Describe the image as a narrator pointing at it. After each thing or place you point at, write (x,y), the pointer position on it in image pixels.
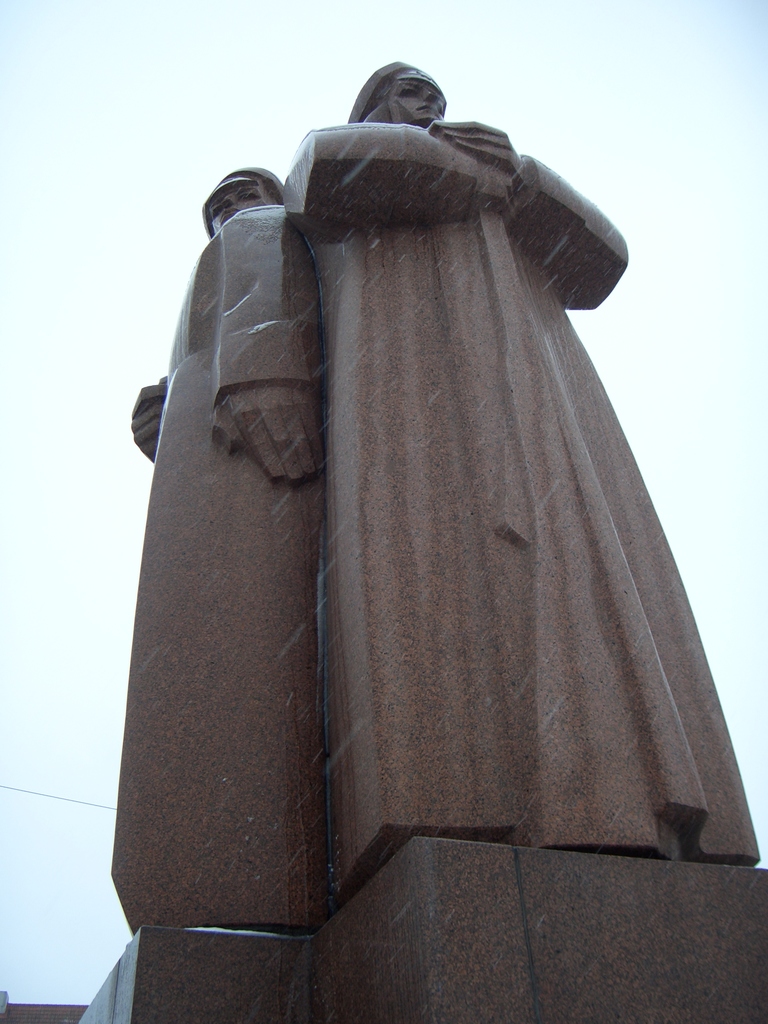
In the center of the image (462,498) we can see a statue (451,571). On the backside (130,610) we can see a wire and the sky (49,343) which looks cloudy.
